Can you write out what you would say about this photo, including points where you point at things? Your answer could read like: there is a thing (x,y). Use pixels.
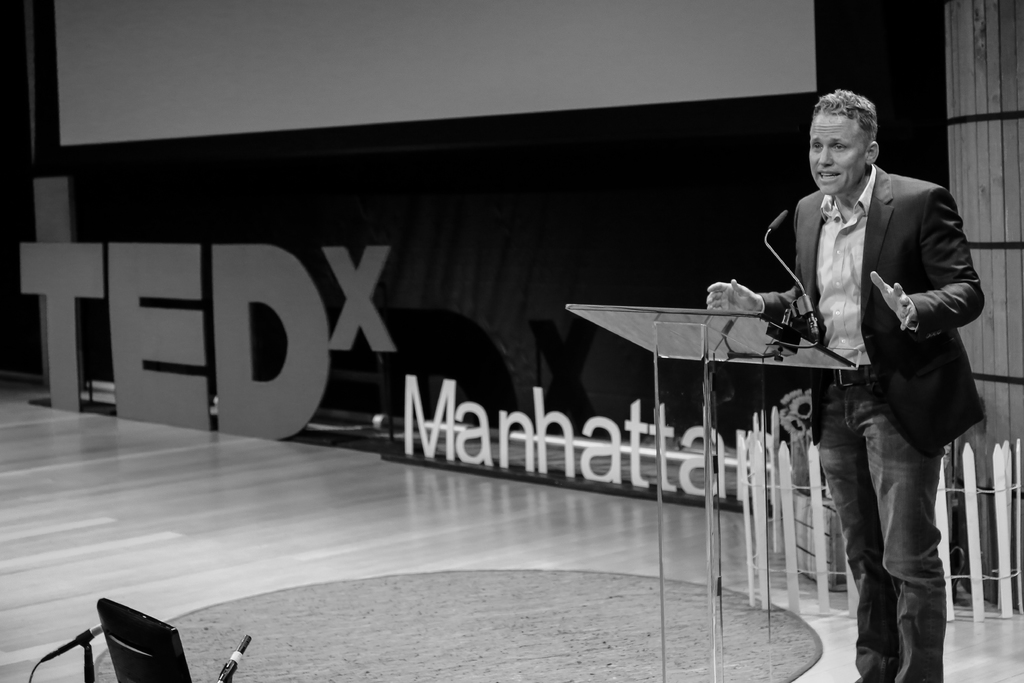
It looks like a black and white picture. We can see a man (893,267) is standing behind the podium (729,329) and on the podium (762,326) there is a microphone (776,252) and the man (825,334) is explaining something. Behind the man (839,253) it looks like a wooden fence (1001,528), name boards (184,344) and the projector screen (617,76).
